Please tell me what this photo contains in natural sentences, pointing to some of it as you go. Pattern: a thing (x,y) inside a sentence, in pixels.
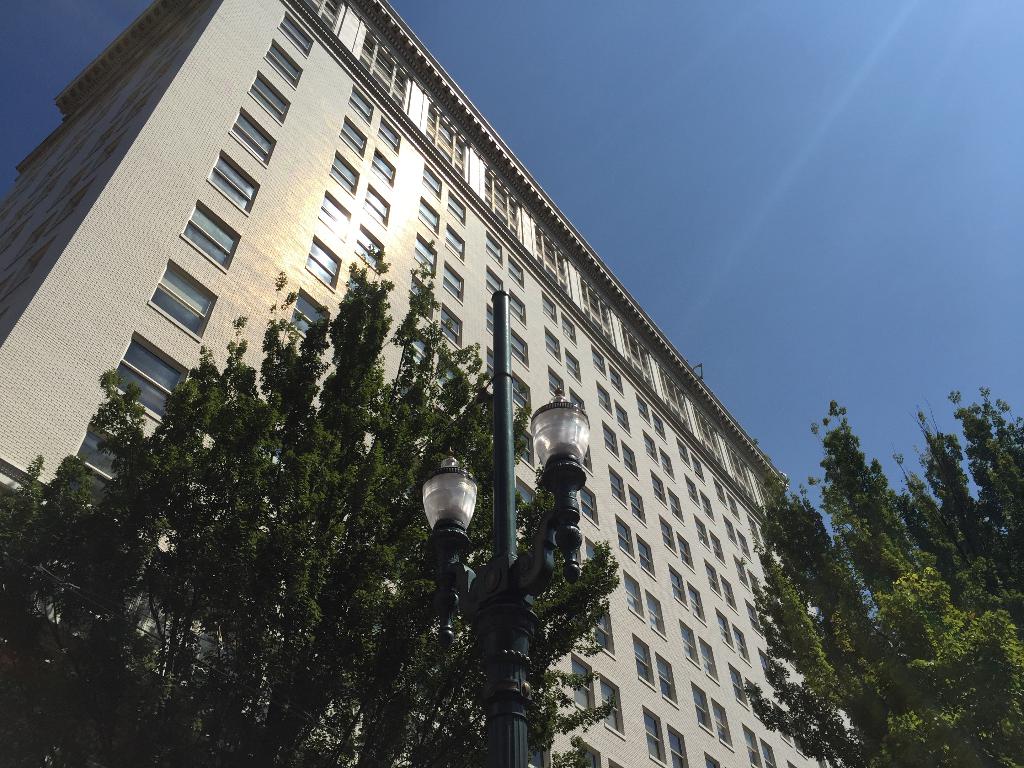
Here we can see a building (642,601). There are trees (813,519), pole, and lights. In the background (809,333) there is sky (808,293).
